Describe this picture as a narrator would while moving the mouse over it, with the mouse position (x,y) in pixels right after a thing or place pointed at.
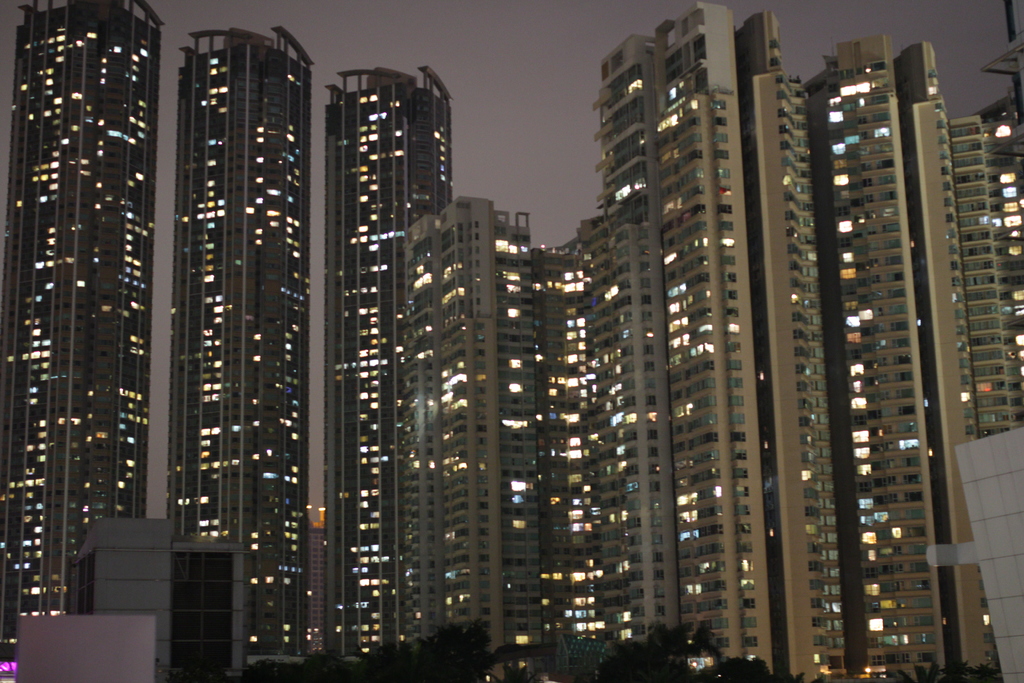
In this picture I can see buildings (450,346), trees (448,640) and I can see sky (541,101).
